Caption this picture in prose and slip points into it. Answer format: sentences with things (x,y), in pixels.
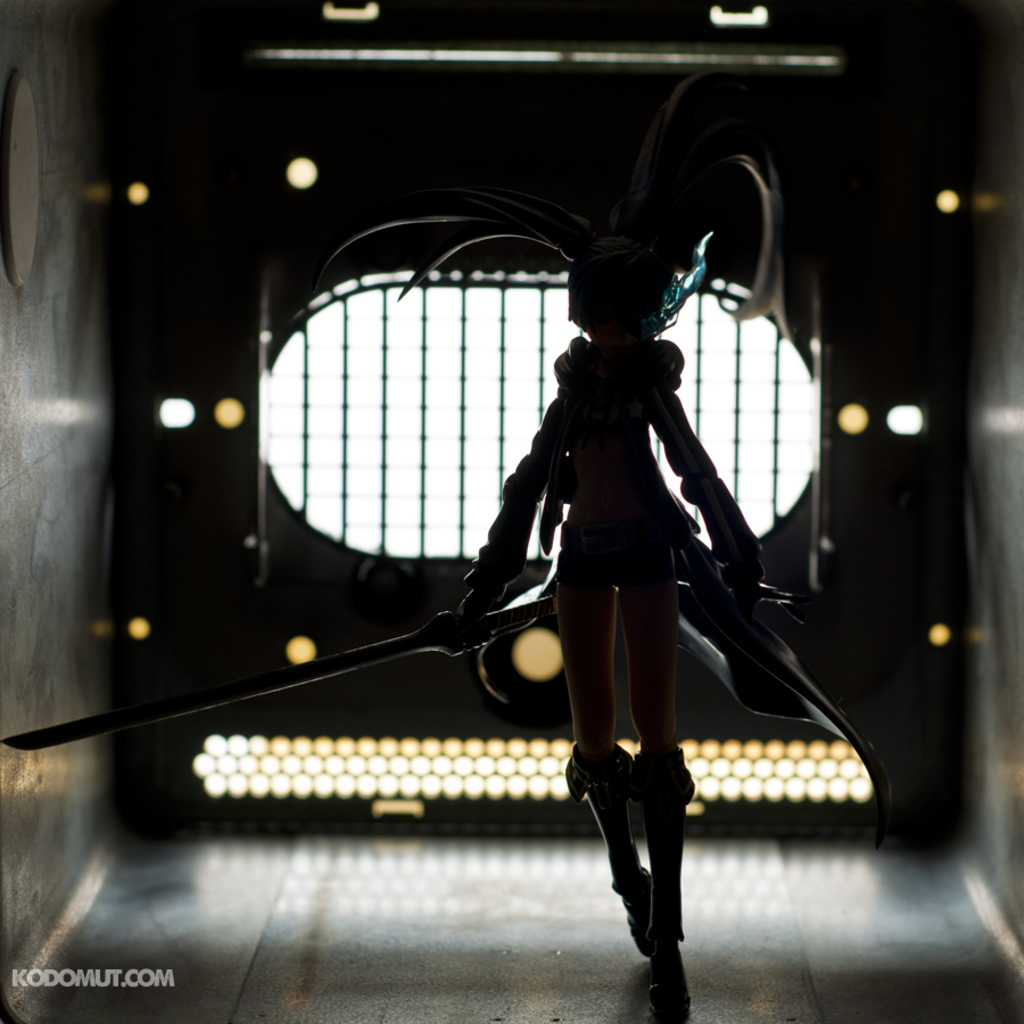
In this picture we can see a person (616,830) wore a costume (610,566) and holding a sword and at the back of her we can see lights (421,750) and grills (419,450).
